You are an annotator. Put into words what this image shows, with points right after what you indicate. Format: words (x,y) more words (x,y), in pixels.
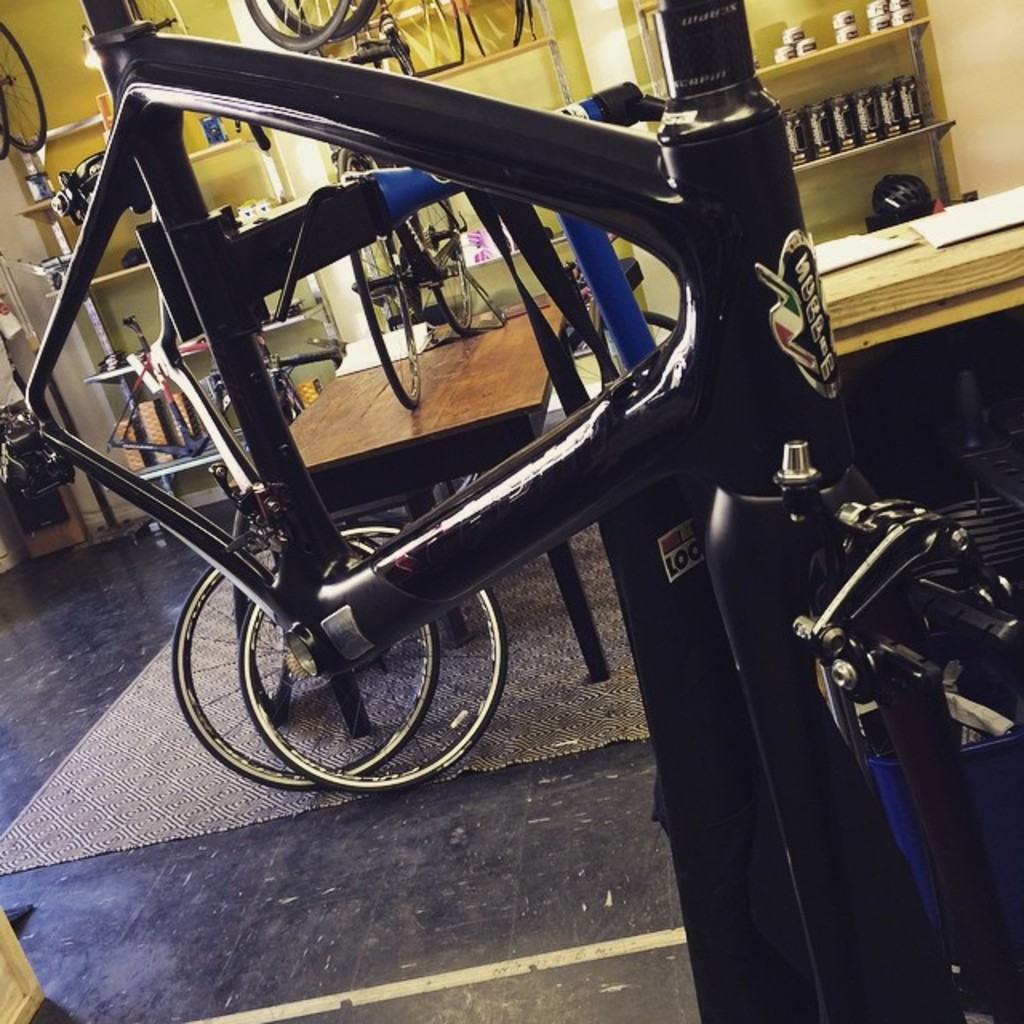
In this image there are group of bicycles (556,192) in table (512,376) and there are some parts (129,265), boxes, bottles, pipes type objects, tools (68,208) arranged in a rack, and in the back ground (71,66) there is a wall (64,87), light (91,44), carpet (119,777).
